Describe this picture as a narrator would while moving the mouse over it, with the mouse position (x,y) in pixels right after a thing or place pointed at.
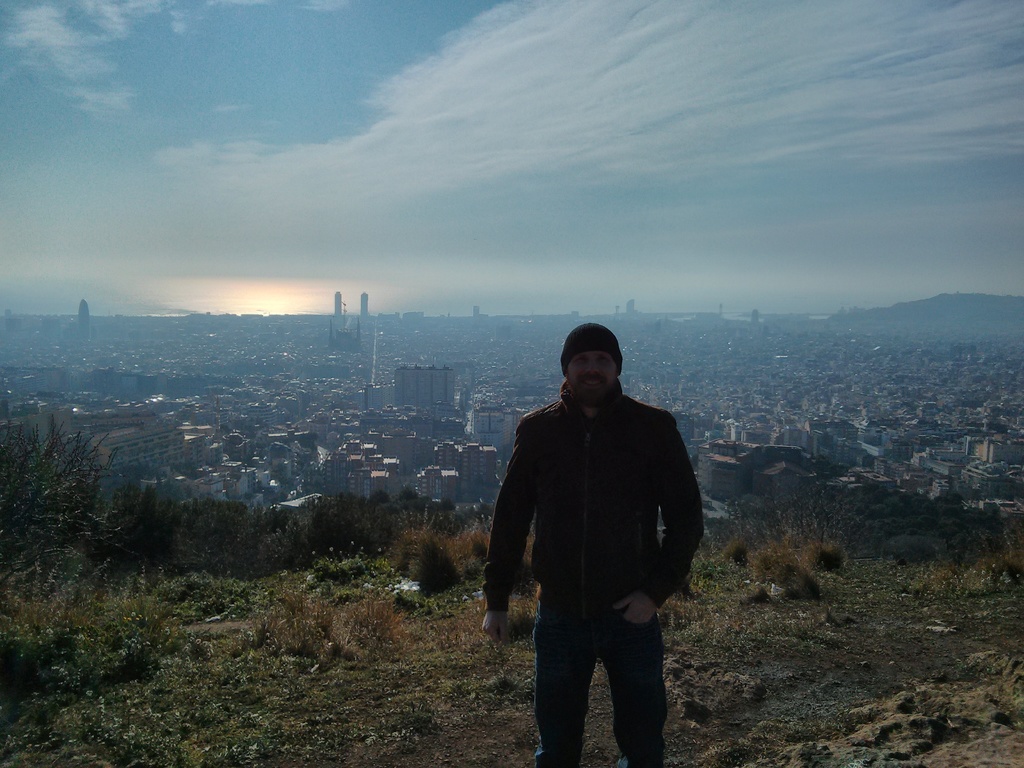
In the image we can see a person (648,519) standing, wearing clothes (606,488) and a cap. Here we can see grass (361,638), buildings (358,410), the hill (992,306) and the cloudy sky (277,180).
